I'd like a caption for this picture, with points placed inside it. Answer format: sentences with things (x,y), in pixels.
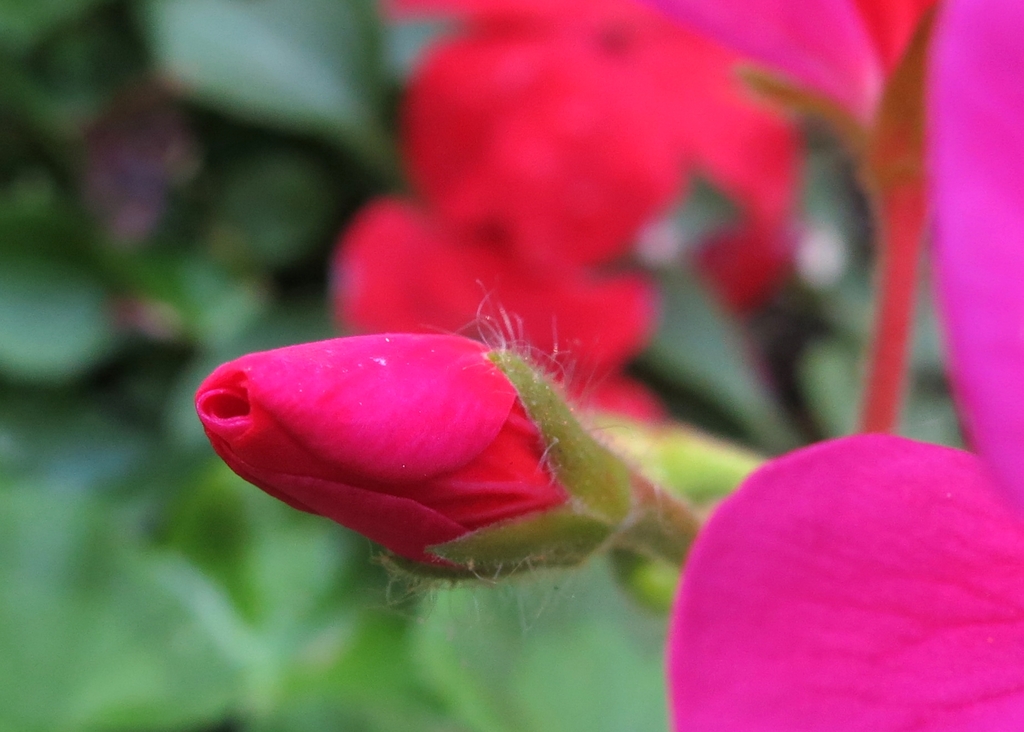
In this image I can see a pink color bud (434,560) and few pink flowers (713,58). Background (216,13) is in green color and it is blurred.
